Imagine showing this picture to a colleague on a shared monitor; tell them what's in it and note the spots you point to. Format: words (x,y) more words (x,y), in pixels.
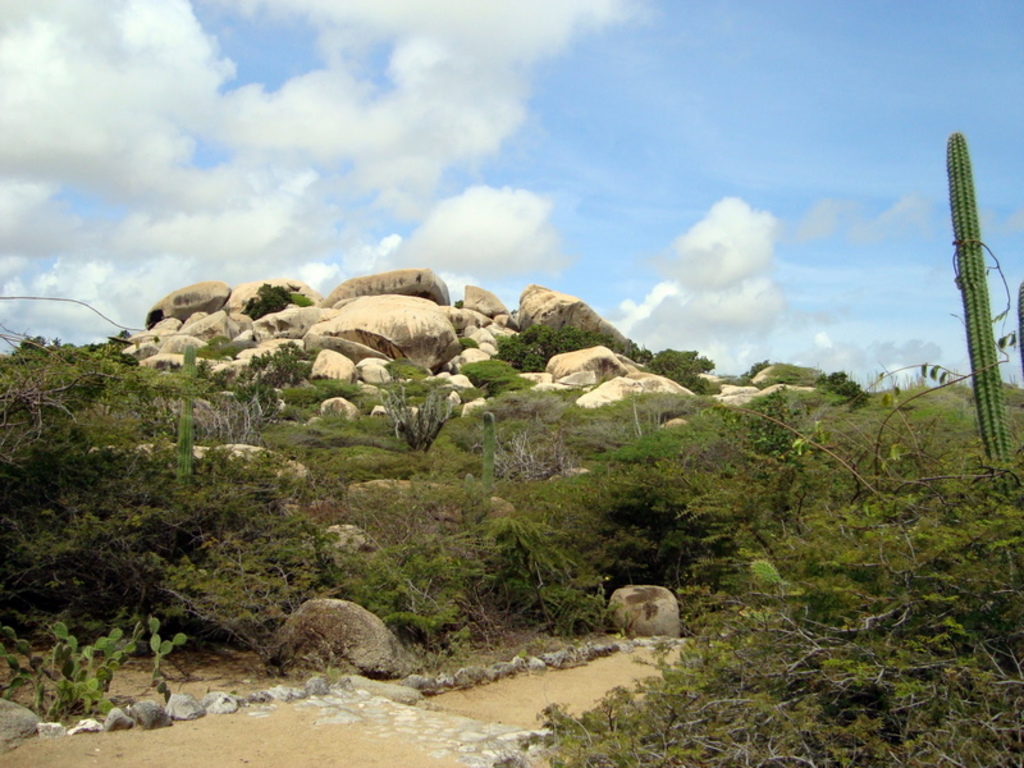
In this image I can see a trees (576,413) and stones (382,314). I can see a sand (330,747). The sky (694,209) is in blue and white color.
